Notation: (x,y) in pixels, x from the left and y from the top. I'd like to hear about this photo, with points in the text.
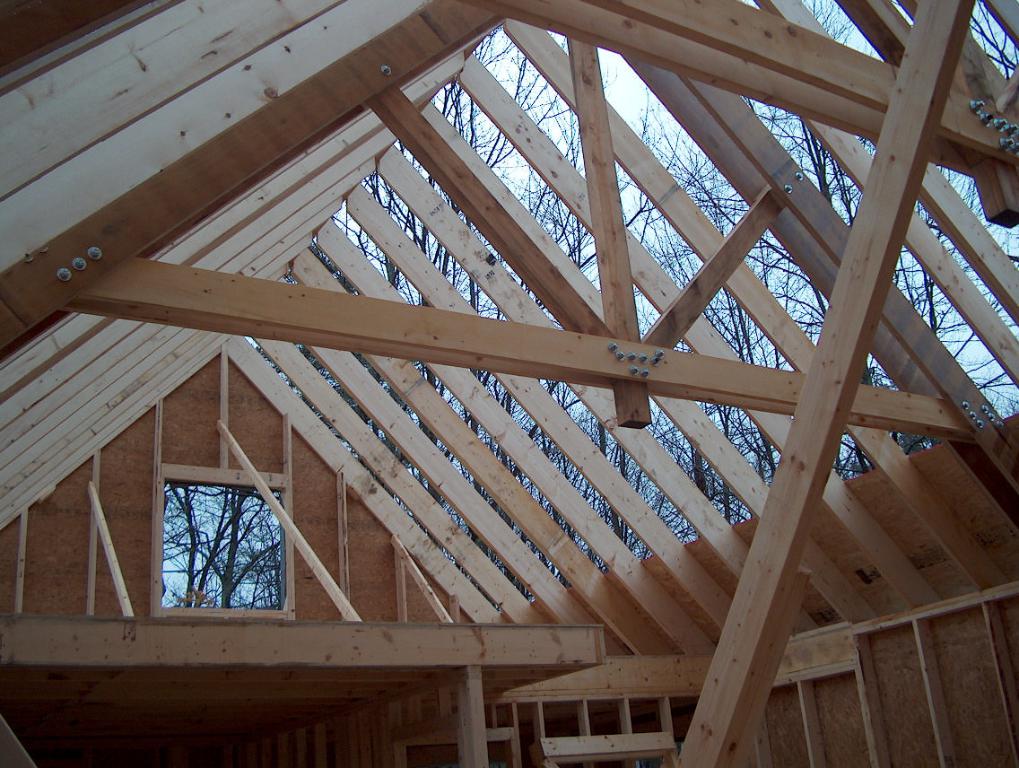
In this image I can see a wooden house (378,557) and window (208,533). I can see trees (248,509). The sky (625,82) is in white color.
